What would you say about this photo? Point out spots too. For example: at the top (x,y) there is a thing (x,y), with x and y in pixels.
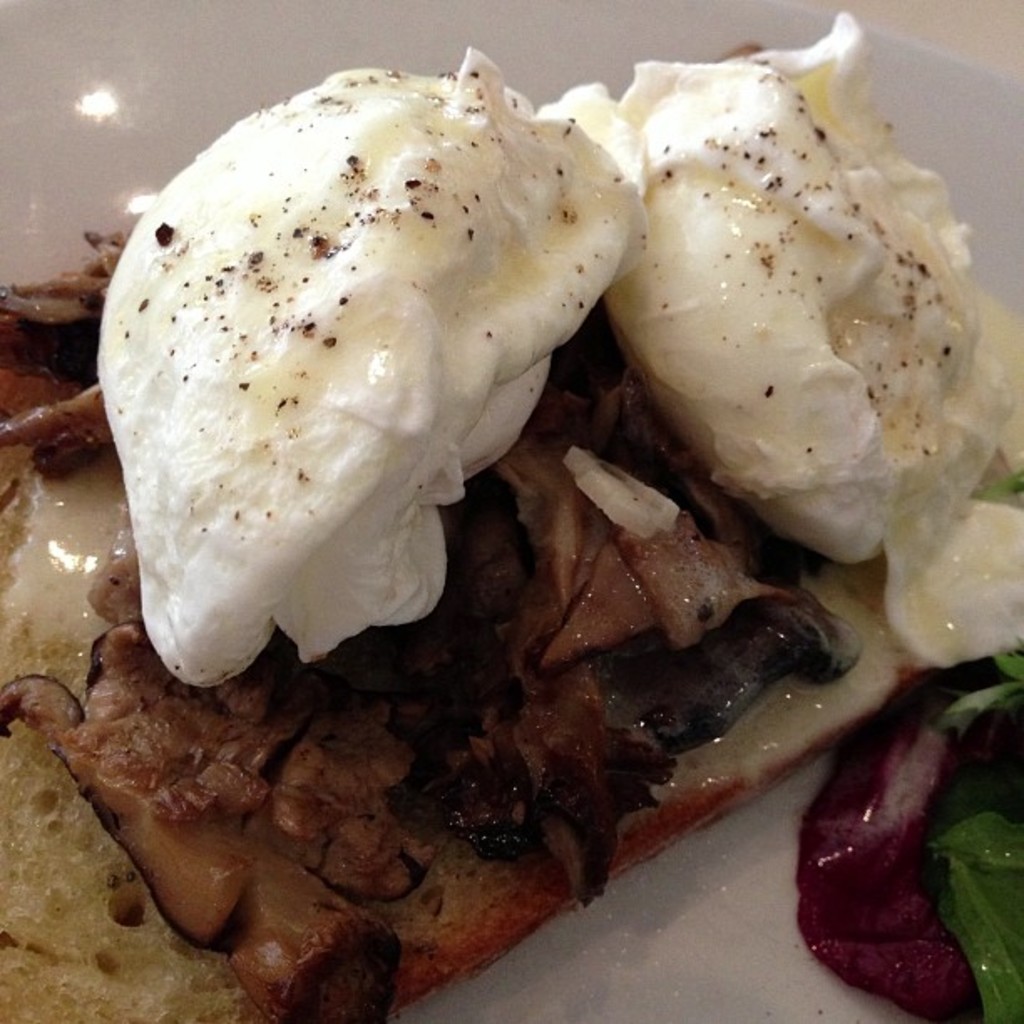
In this image I can see different types of food (677,560). I can also see colour of these food (409,563) are white, black, brown, green and red.
